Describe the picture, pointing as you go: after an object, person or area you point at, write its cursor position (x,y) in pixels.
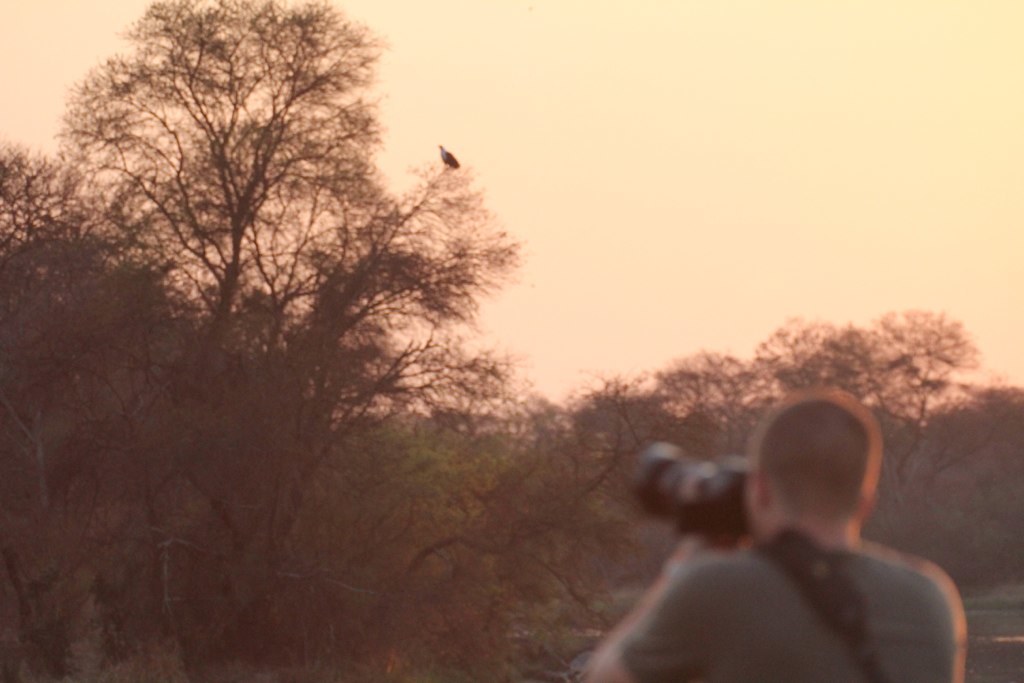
In this image, there is an outside view. There is a person (744,573) in the bottom right of the image (748,574) taking a snap with a camera (712,499). There are some trees (390,272) at the bottom of the image (497,603). There is a sky (518,178) at the top of the image (539,57).
